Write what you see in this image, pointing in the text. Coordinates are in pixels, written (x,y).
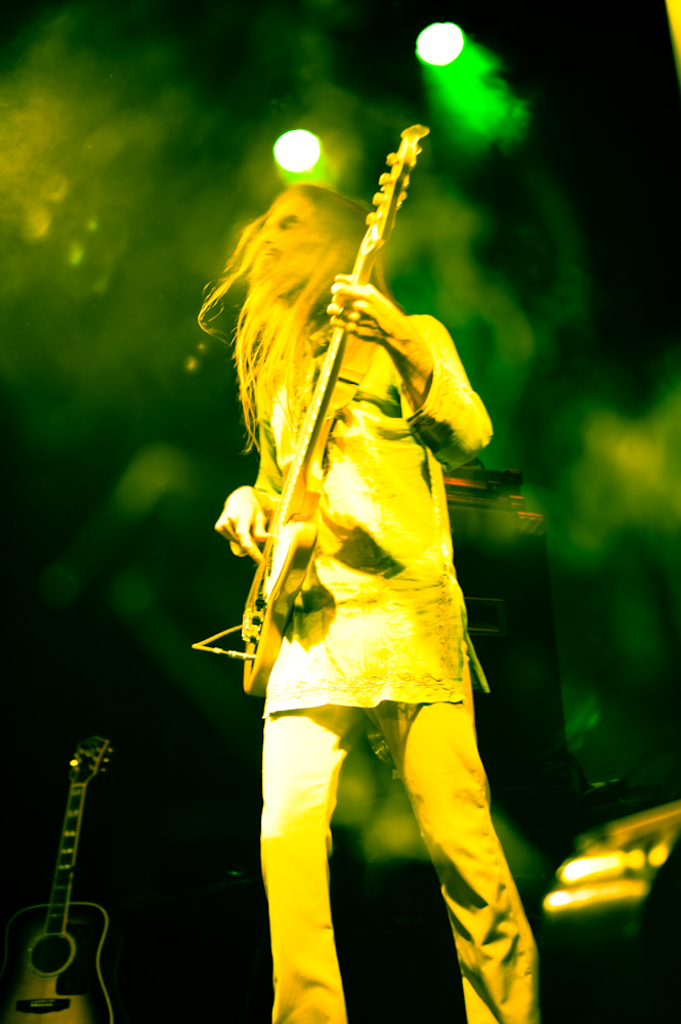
In this picture we can see a person (418,519) is playing guitar (324,397), in the background (448,52) we can find smoke (214,604), few lights (427,53) and musical instruments (518,654).
